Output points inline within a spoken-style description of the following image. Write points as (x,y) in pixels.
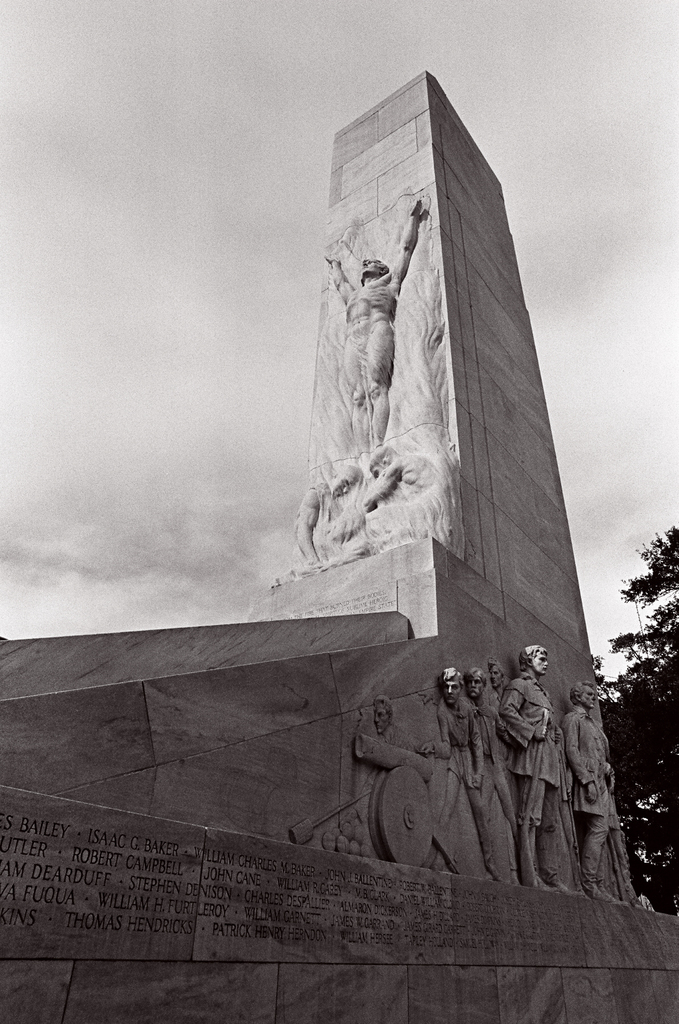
In this image we can see a few structures (363,336) carved on a wall (404,608), behind the wall (547,690) there is a tree (626,641).
